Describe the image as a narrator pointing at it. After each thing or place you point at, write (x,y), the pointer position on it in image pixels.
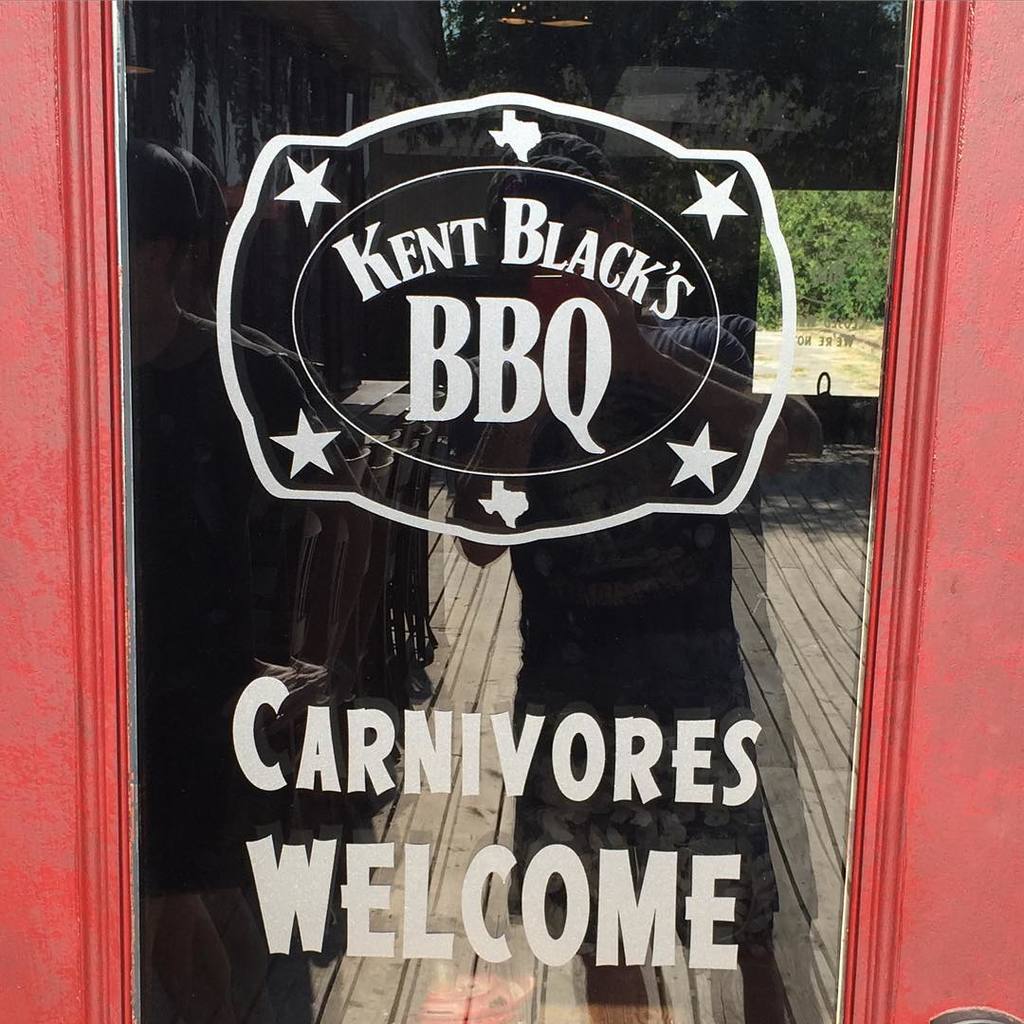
There is a glass door (959,108) having, pink color wood (18,403). There are white color stickers (489,403) which are pasted on the glass (731,546). On the glass (305,410), there is a mirror image (662,378), in which, there is a person (533,456) holding a camera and is standing on the floor (716,978). In the background (837,444), there are plants (862,258) and other objects (430,638).
